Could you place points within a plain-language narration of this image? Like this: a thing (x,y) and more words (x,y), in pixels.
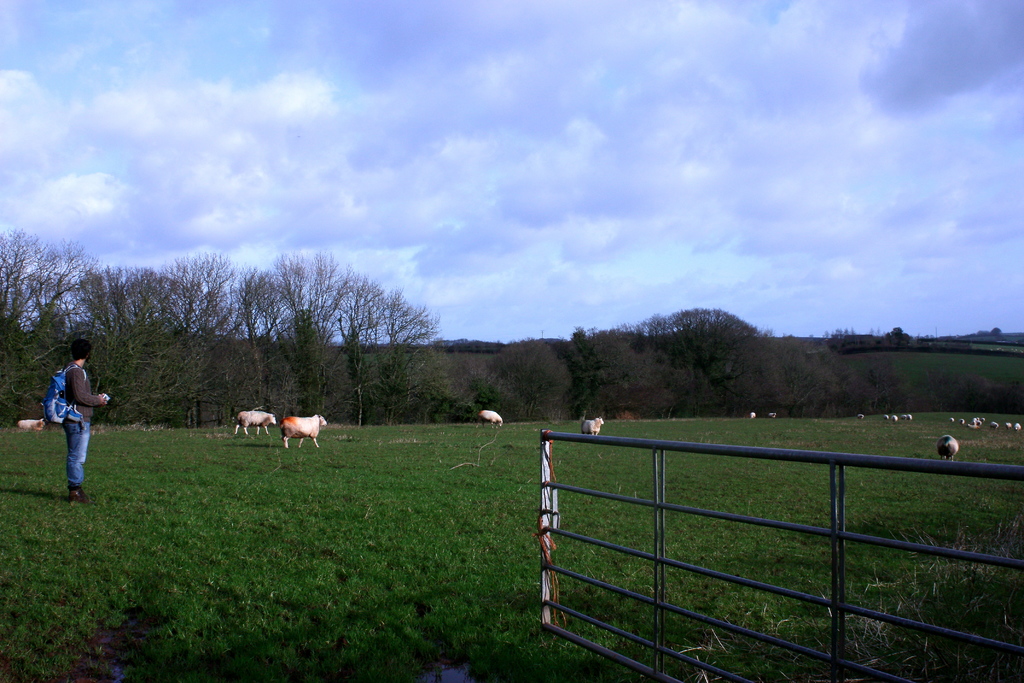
This picture might be taken from outside of the city. On the left side (79,521), we can see a man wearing a backpack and he is also standing on the grass (69,502). On the right side (976,465), we can see metal grill (866,538). In the background (152,416), we can see some sheep (906,417), trees (834,345). At the top (720,162), we can see a sky (718,162) which is cloudy, at the bottom (345,521) there is a grass (350,541).
